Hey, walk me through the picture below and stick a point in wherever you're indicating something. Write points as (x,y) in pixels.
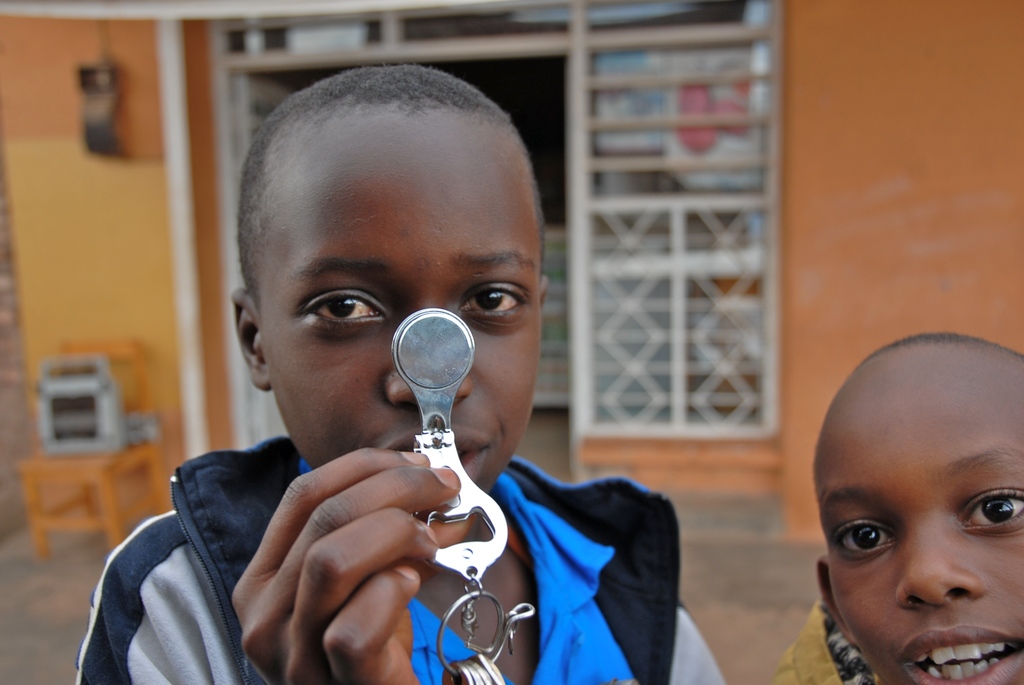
In the picture I can see a boy (495,365) holding a stainless steel object (427,446) in his hand (395,460). I can see the face (968,504) of another boy (991,484) on the right side (1013,527). There is a wooden table (88,455) on the floor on the left side (78,520) and I can see an object (90,420) on the table (120,468).
